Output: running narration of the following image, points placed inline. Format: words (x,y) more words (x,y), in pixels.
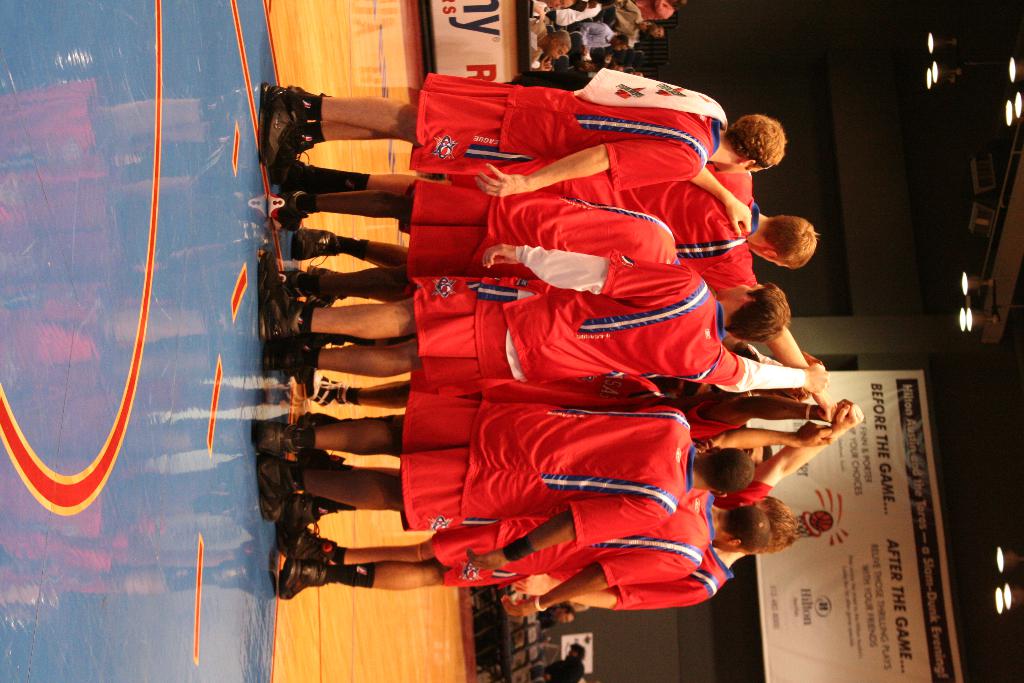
In the middle of this image (617,271), there are players (594,509) in red color dresses (591,522), standing on the court (266,563). In the background (852,472), there is a banner (889,603), there are persons (598,49), there are lights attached to the roof (983,348) and there are other objects (461,34).
